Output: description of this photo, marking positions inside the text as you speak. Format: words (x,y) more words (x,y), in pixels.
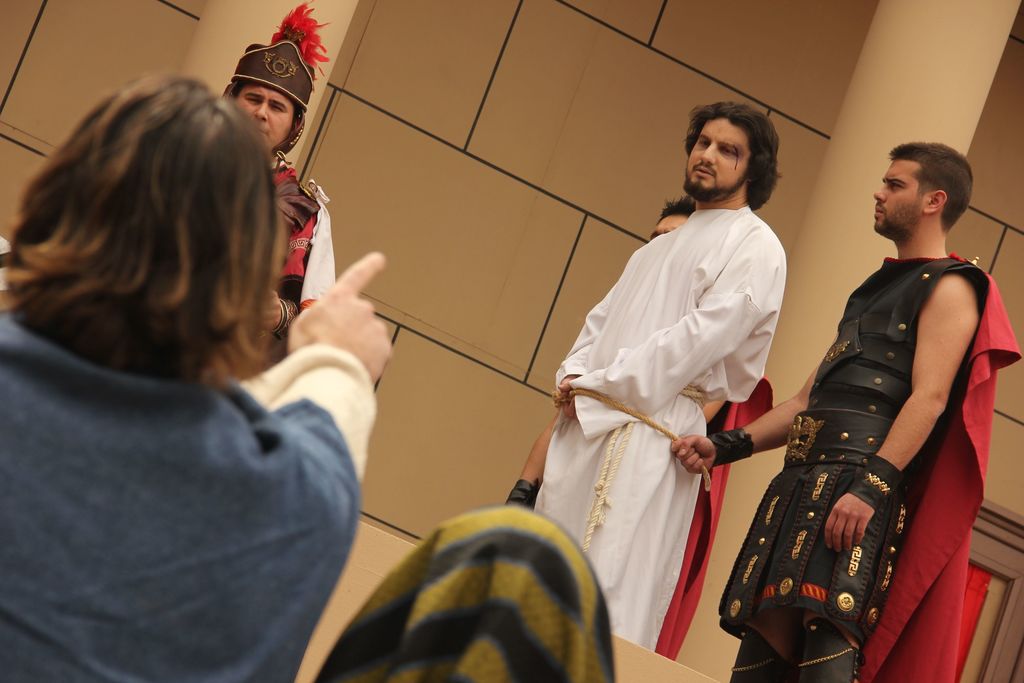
In this image in front (422,614) there are two persons (405,623). In the background of the image (549,68) there is a building (802,30). In front of the building (514,76) there are people (808,550) standing on the floor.
